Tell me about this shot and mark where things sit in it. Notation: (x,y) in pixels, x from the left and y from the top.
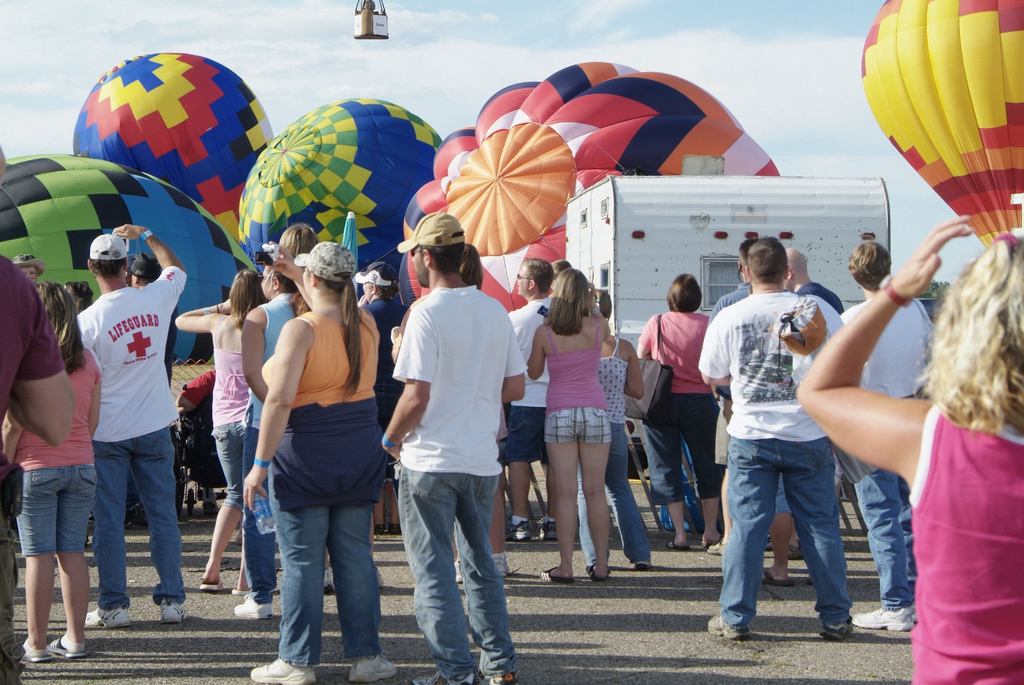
In this image there are people (448,442) standing and we can see hot air balloons (495,154). In the background (693,58) there is sky (353,34).
